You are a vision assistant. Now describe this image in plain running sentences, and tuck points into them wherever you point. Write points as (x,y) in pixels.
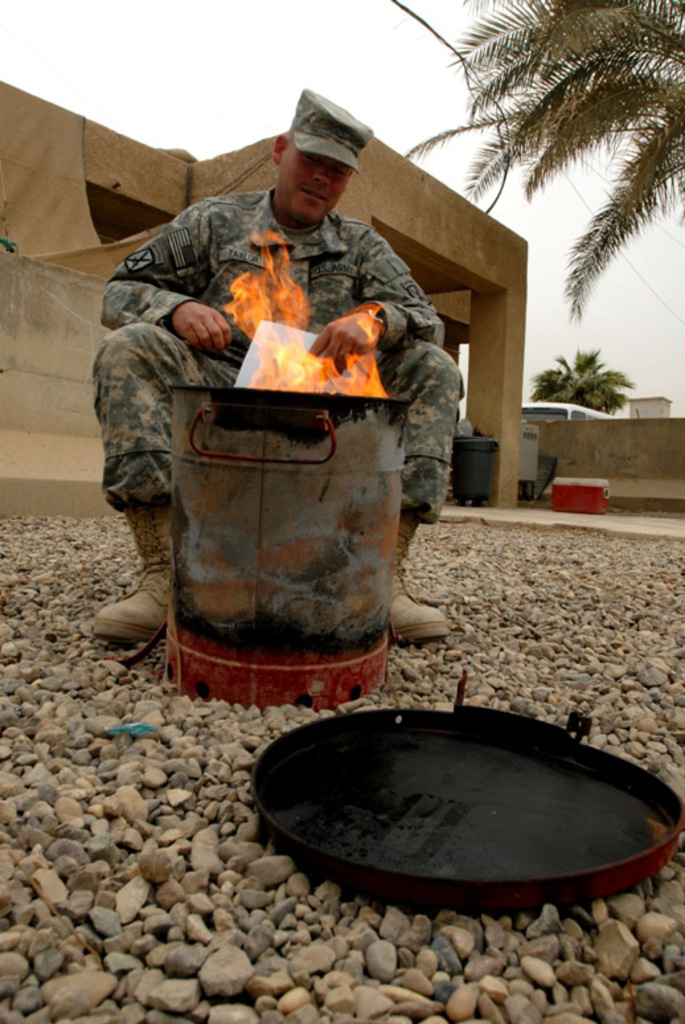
In this picture we can see a man (147,293) wore a cap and holding a paper (272,354) with his hand (348,322). In front of him we can see an object (342,497), lid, fire (256,297) and stones (1,678). In the background (58,368) we can see a box (608,499), vehicle (559,411), bin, walls (602,432), cloth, buildings (413,267), trees (644,44) and the sky (265,65).
